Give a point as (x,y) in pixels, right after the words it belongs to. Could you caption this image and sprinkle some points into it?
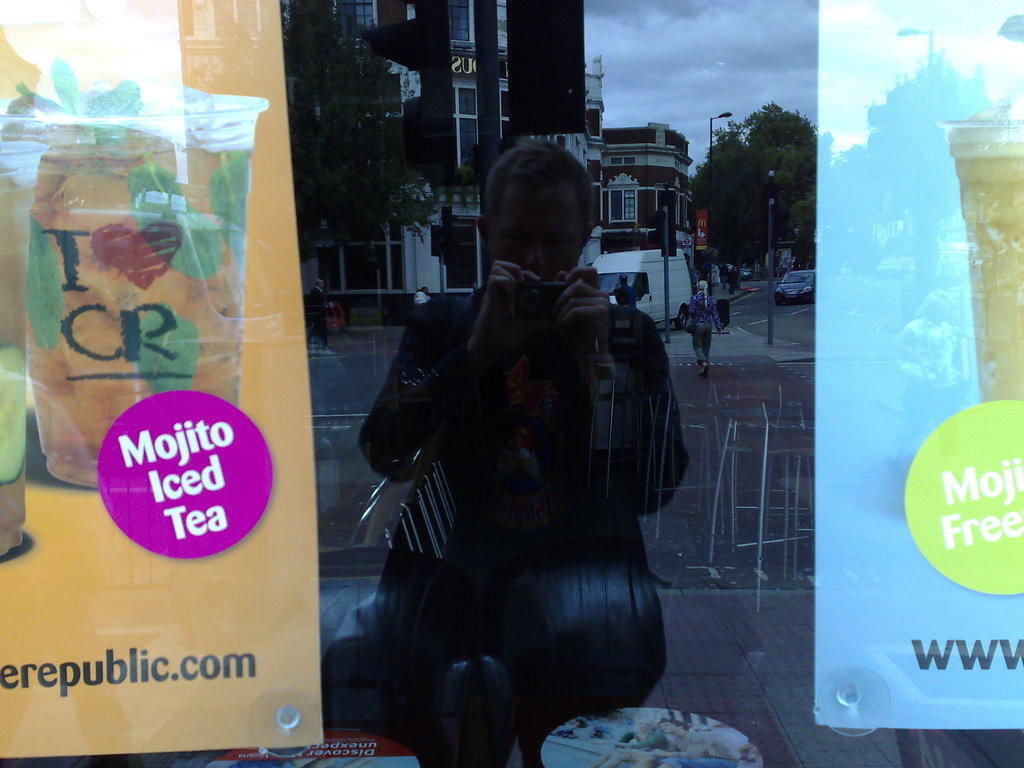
In this image we can see a glass (514,478). Behind the glass (899,767), we can see the banners (938,466). We can see the reflection (399,353) of the people (593,477), poles (711,160), vehicles (656,301), road (700,443), camera (537,290), buildings (684,203), trees (722,193) and clouds (708,67) on the glass (655,157). At the bottom of the image (663,763), we can see some objects (664,746).
